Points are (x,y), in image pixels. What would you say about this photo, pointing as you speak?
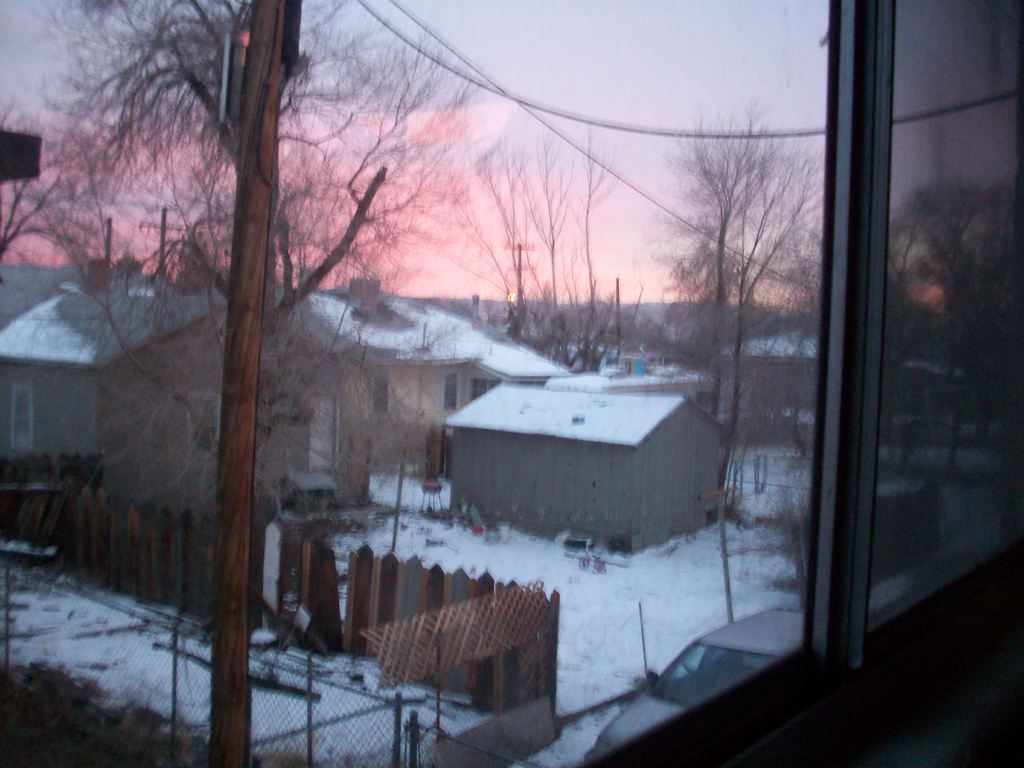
In this image we can see glass (917,26). Through the glass (904,572) we can see houses (119,369), snow (619,611), fence (364,639), trees (554,307), mesh (324,708), poles (231,721), and sky (641,234).
